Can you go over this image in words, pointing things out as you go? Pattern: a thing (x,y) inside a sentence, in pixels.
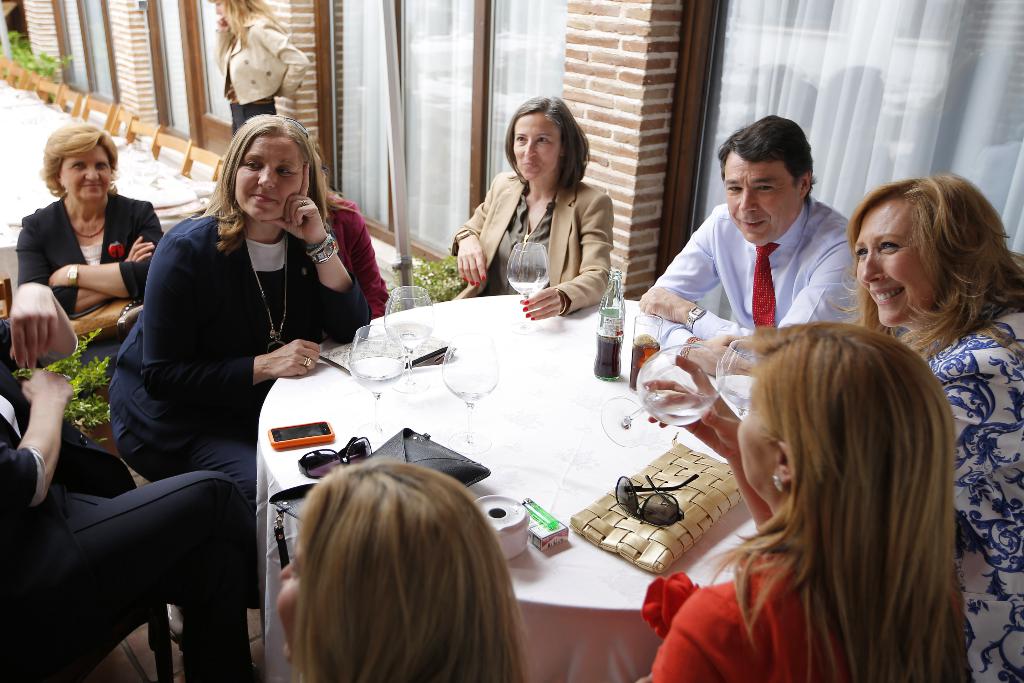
There are many persons (376,282) around a table (514,335). On the table (591,498) there are bag (693,492), goggles (662,493), mobile (295,429), glasses (456,342), bottles (608,354). In the background (358,55) there is building (517,65) with curtains (434,74) and windows (424,127). There are small plants (441,273).
